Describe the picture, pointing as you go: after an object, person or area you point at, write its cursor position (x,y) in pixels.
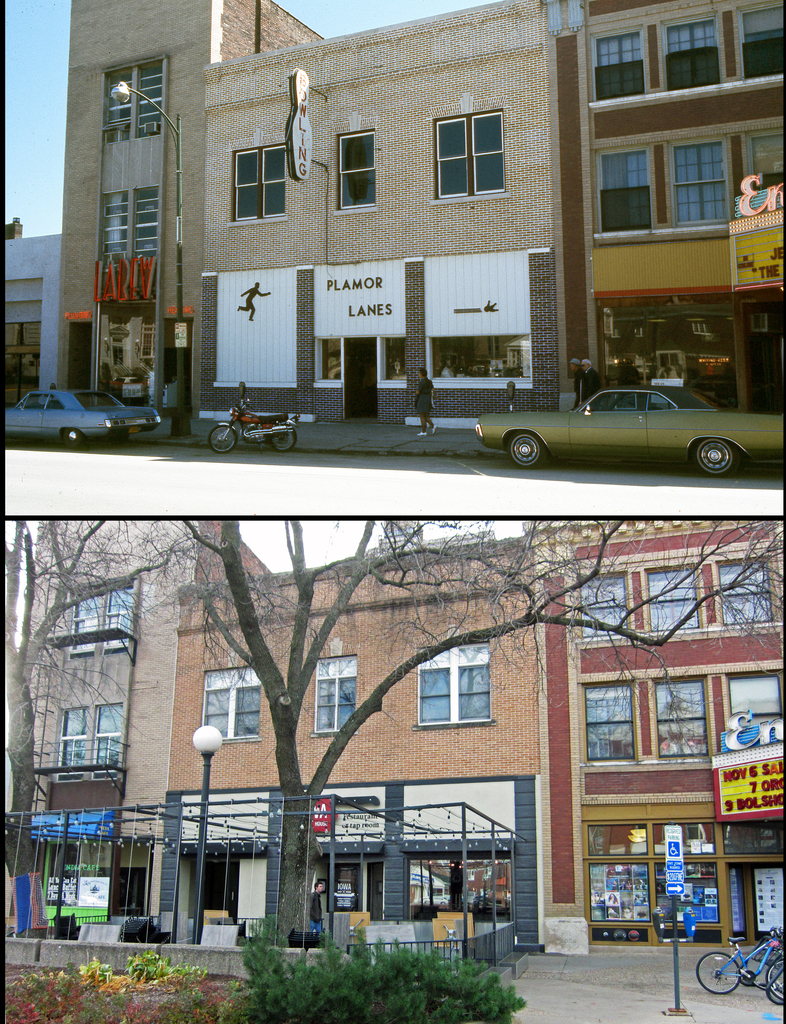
in this image we can see a collage of two pictures. In the foreground (386,999) we can see group of plants (493,1000), poles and group of vehicles (487,435) parked on the road (501,476). In the background (430,853), we can see a group of buildings (653,705) with windows (446,910), trees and the sky (45,149).
